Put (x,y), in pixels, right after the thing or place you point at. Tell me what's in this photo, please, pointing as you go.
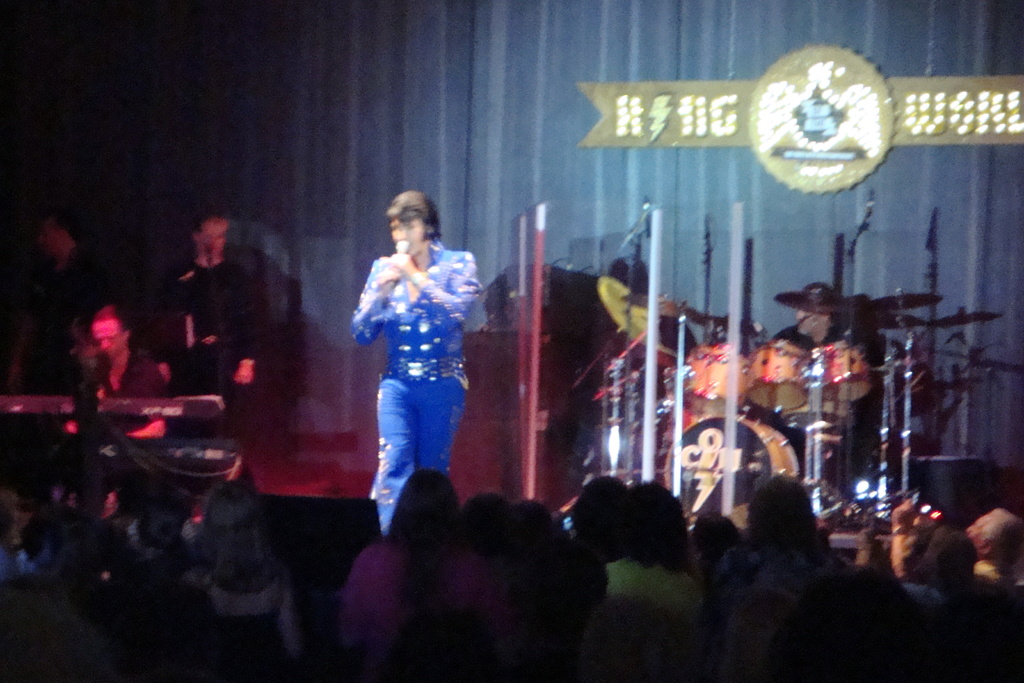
In this picture we can see man (457,272) standing on stage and holding mic (402,253) in his hand (399,261) and beside to him we can see musical instruments (784,382) like drums (819,372), this person (804,318) is playing it and in front of him we can see crowd (264,636) of people (85,584) and on left side (214,257) we can see three persons (114,337) where this person (109,353) is playing piano (54,411).
